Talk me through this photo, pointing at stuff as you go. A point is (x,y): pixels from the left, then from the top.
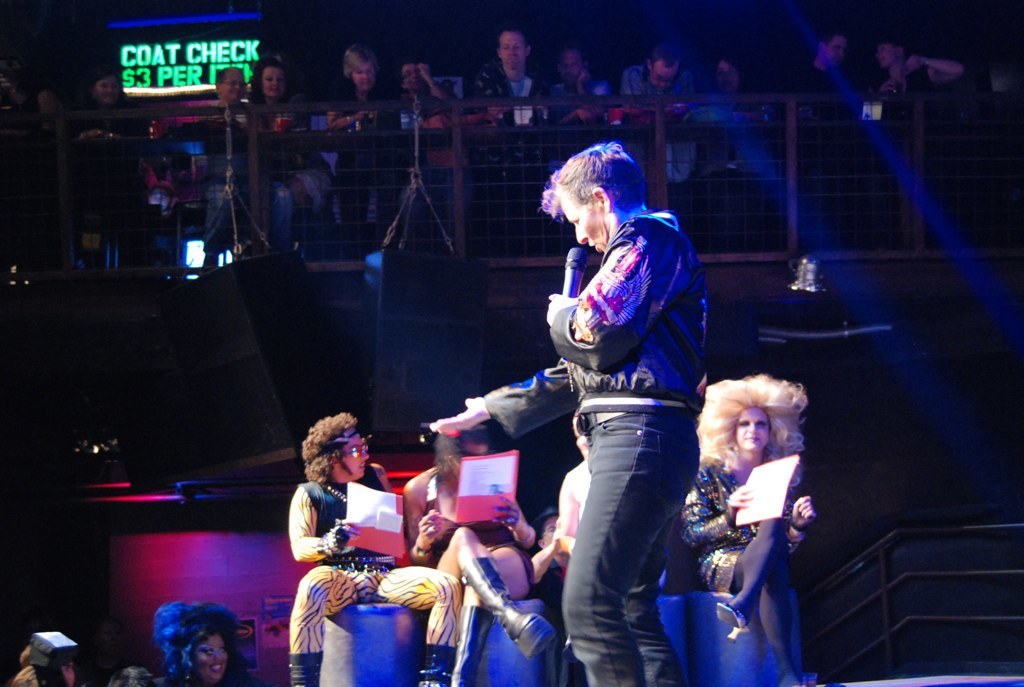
In the foreground of this image (650,510), there is a man (637,414) standing and holding a mic (575,282). Behind him, there are four people (493,531) sitting and holding paper like objects (497,516). At the bottom (171,643), there are heads (189,661) of a person (126,677). We can also see speaker box (274,334) and people (230,92) behind the railing (397,188). At the top (193,56), there is green light (151,49) with some text (146,78).
